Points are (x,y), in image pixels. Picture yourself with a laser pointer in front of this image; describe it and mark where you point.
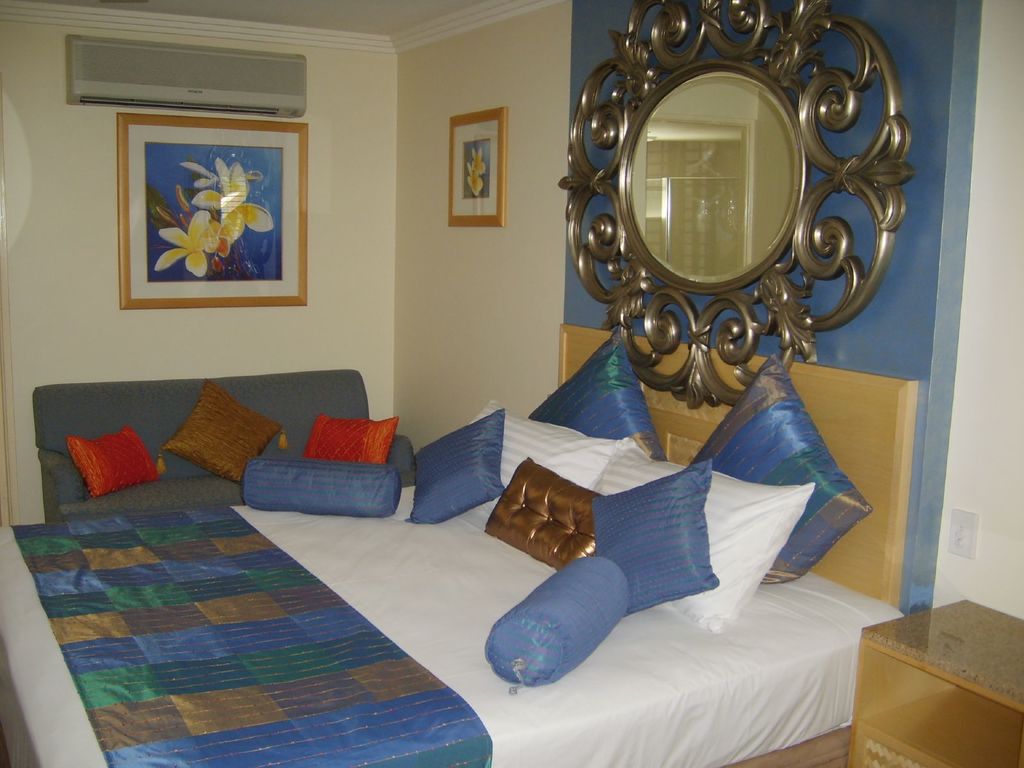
In this picture we can see a room (599,534) with beds (437,613) on bed (335,570) we have bed sheets (236,574), pillows (646,537) and aside to this bed (365,526) there is a sofa (264,393) and frame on wall (100,216), AC (195,93) and here we can see mirror (713,285).
